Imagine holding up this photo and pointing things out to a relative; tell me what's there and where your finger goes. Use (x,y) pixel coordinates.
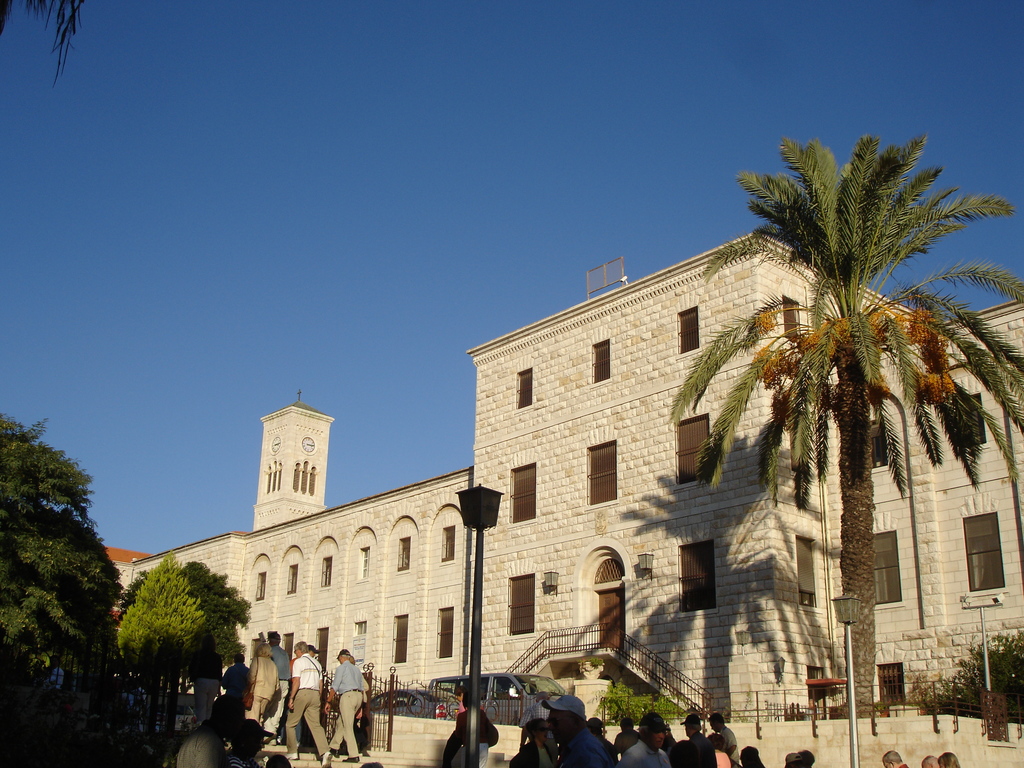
In the image we can see there is a sky (281,130) on the top (551,105). On the right side (870,278) there is a coconut tree (891,243) and in the middle (592,467) there is a building (531,595) and car (505,695) and some few members (355,693) were climbing the stairs (308,754). On the left side (46,621) there is a tree (73,654).
